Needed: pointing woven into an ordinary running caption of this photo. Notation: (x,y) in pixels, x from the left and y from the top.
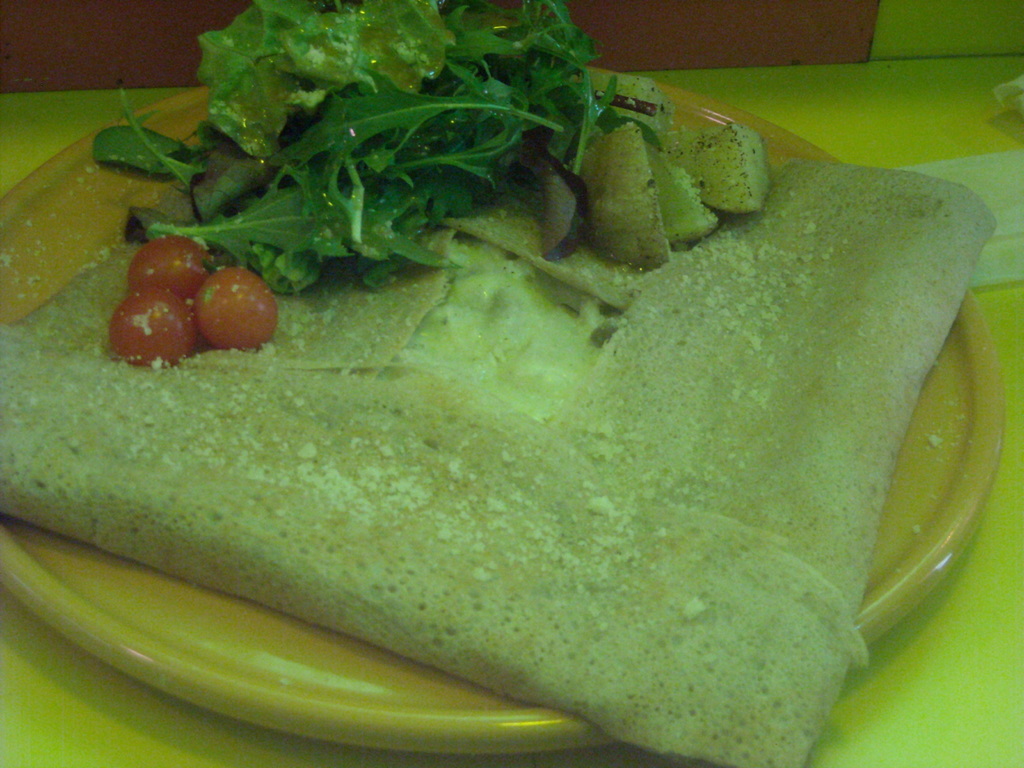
In this image I can see there is a some food (382,417) placed on the plate (209,636) and it is placed on the table (980,704).
